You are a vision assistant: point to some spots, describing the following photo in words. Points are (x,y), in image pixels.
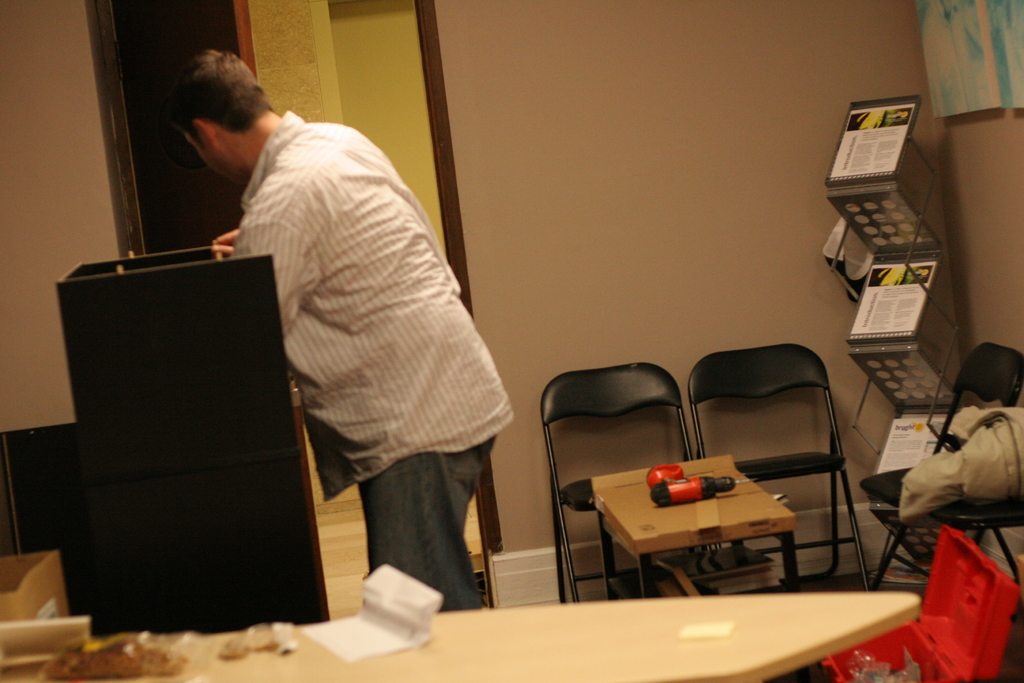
In this picture we can see that a man (276,209) wearing white striped shirt (370,348) and jeans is working on the wooden rack (262,588), beside we can see two black chair (659,381) and red color drilling machine (695,495), On the right corner (926,331) we can see the stainless steel shelves (926,287) on which magazine (882,294) are placed. Behind we can see the brown wall (466,160) and wooden door (180,13), In front (623,673) a wooden table (580,655) on which paper piece (427,606) is placed.
